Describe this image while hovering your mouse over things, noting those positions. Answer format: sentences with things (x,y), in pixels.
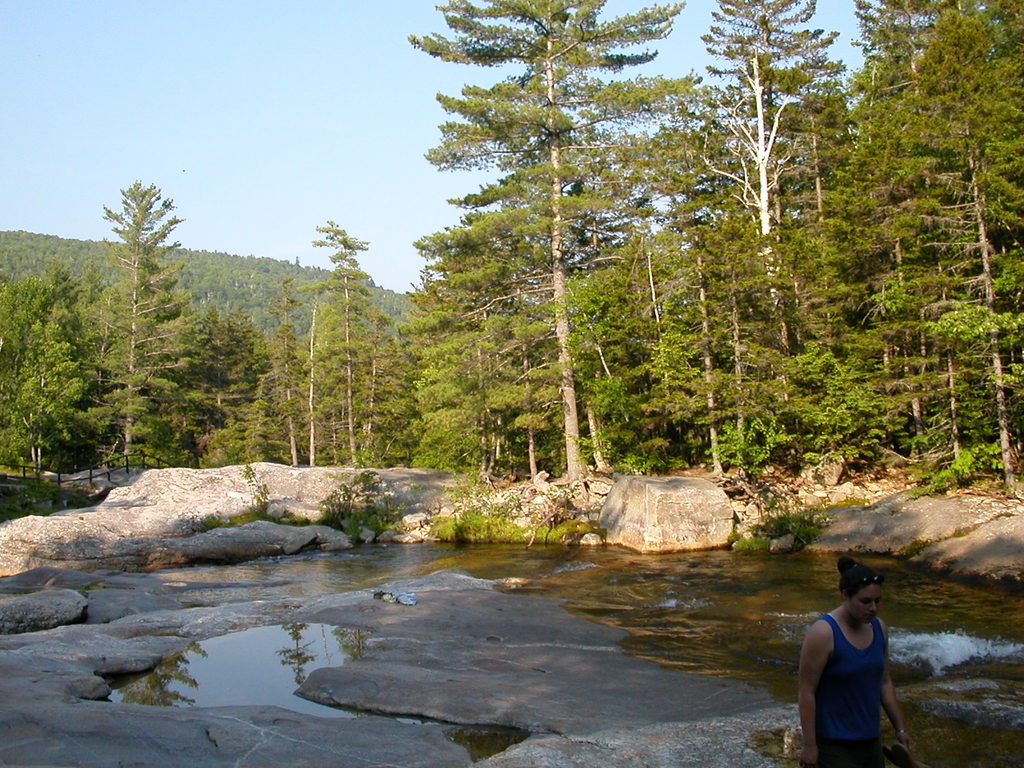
In the image we can see there is water (737,648) on the ground (512,636) and there are rocks (556,697). Behind there are lot of trees (478,199) and there is a woman (827,622) standing. There is a clear sky (295,133).
